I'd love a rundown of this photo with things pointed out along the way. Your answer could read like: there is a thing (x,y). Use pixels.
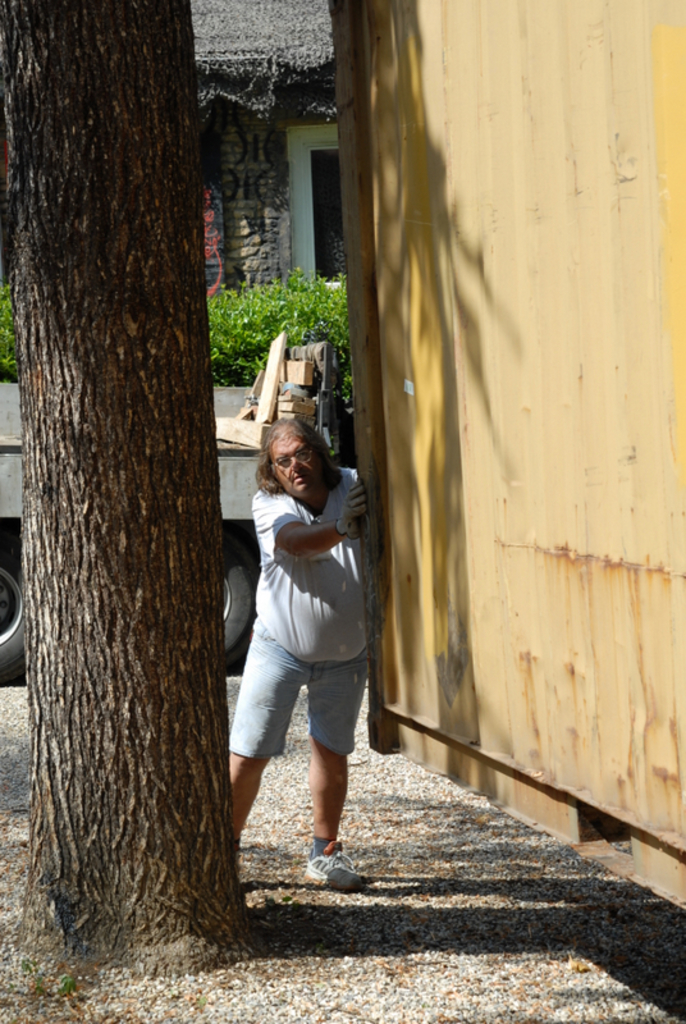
In this image there is a man (280,705) standing beside the metal wall (386,489), on the other side there is a tree (58,385). In the background (272,154) there is a vehicle (222,463), trees (255,322) and a house (267,163).
